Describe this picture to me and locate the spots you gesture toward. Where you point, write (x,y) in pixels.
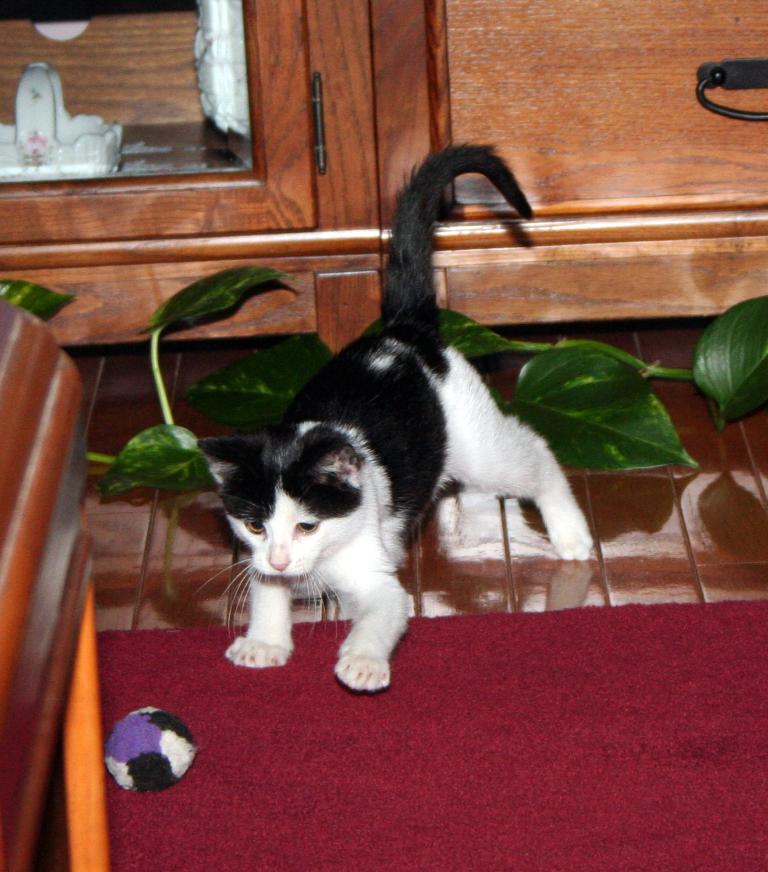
In this image we can see a cat (382,419) on the ground (316,626). In the foreground (146,738) we can see a ball (164,720). In the background (599,401), we can see leaves (612,402) on the stem (652,371) of a plant (621,396) and some objects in a cupboard (471,120).
